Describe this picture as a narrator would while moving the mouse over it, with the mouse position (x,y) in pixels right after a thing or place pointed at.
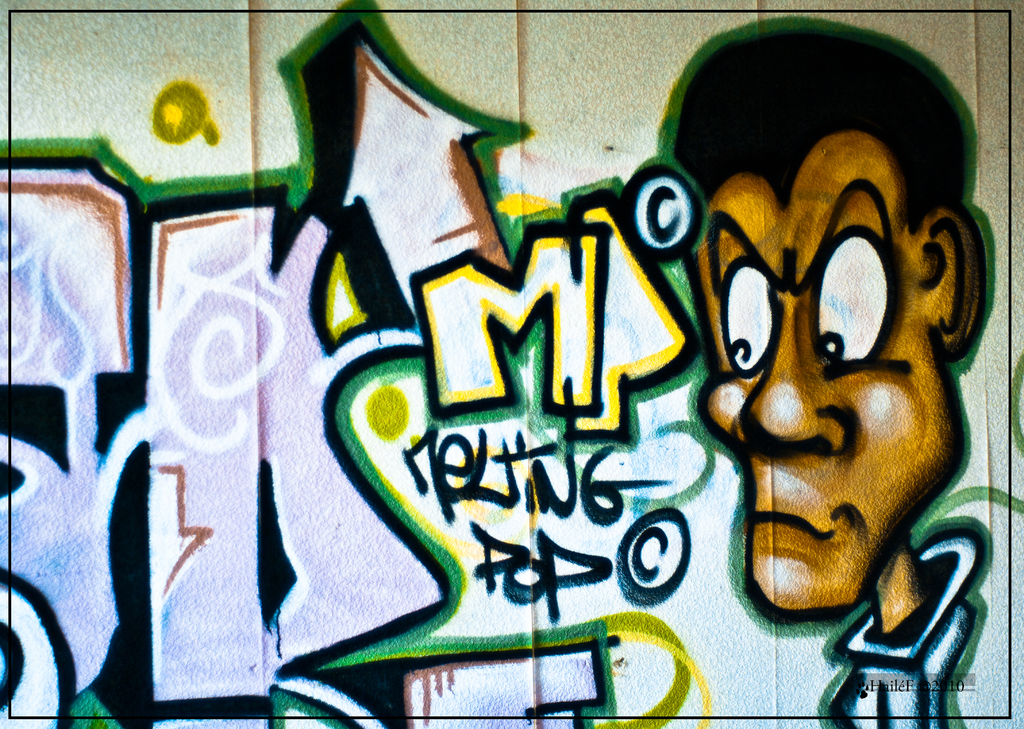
In this image, we can see some art (777,620). We can also see some text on the bottom right corner (907,678).
